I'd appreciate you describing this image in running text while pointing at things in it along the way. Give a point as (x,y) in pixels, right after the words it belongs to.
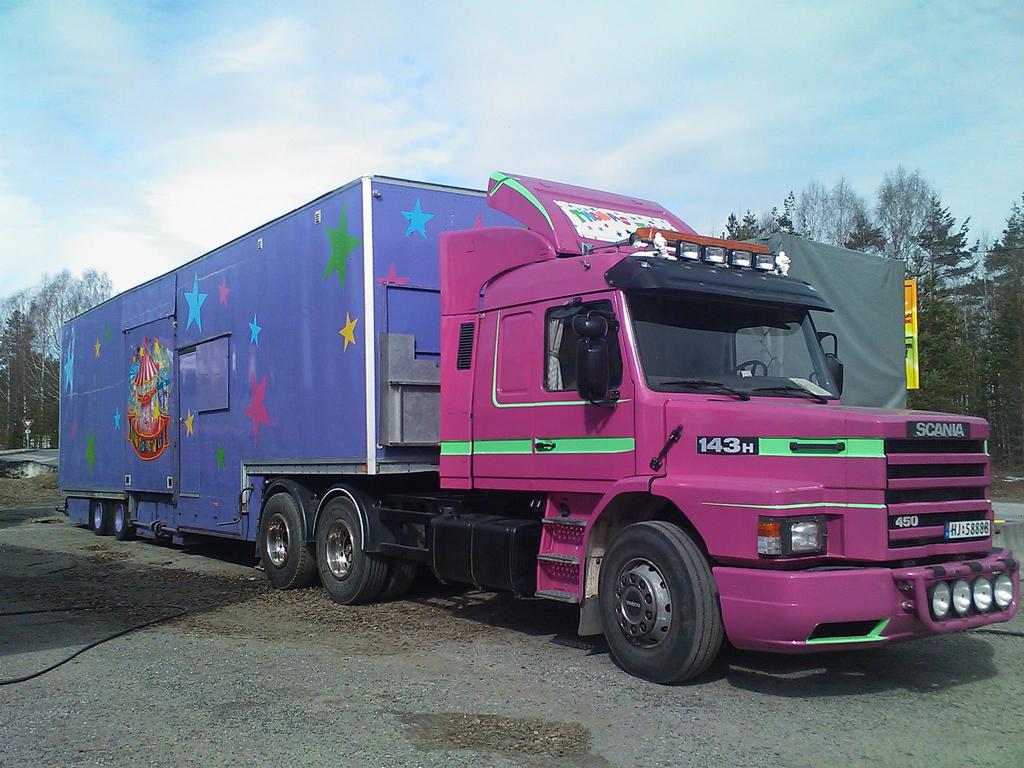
In this image we can see a vehicle (655,540) on the road (355,649). In the background (50,349) we can see the trees (894,243). At the top (970,205) there is sky (595,71) with clouds (632,103).
